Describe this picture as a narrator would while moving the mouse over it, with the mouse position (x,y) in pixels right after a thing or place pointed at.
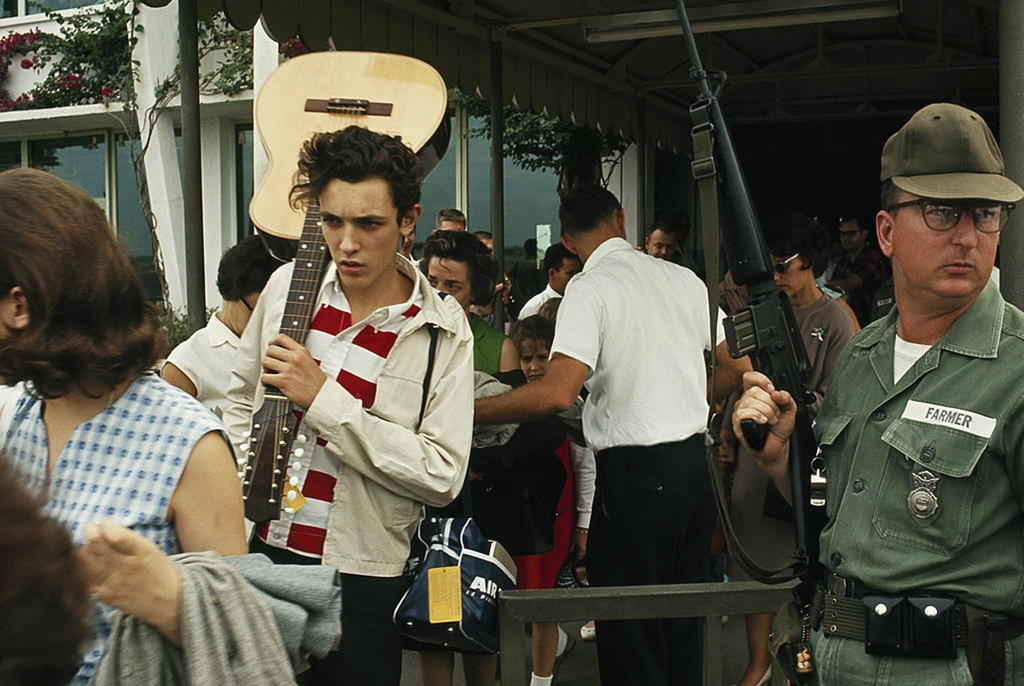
In this image there are a group of people (188,364) standing together in which one of them is holding guitar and other one is holding gun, behind them there are some trees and building (843,115).
